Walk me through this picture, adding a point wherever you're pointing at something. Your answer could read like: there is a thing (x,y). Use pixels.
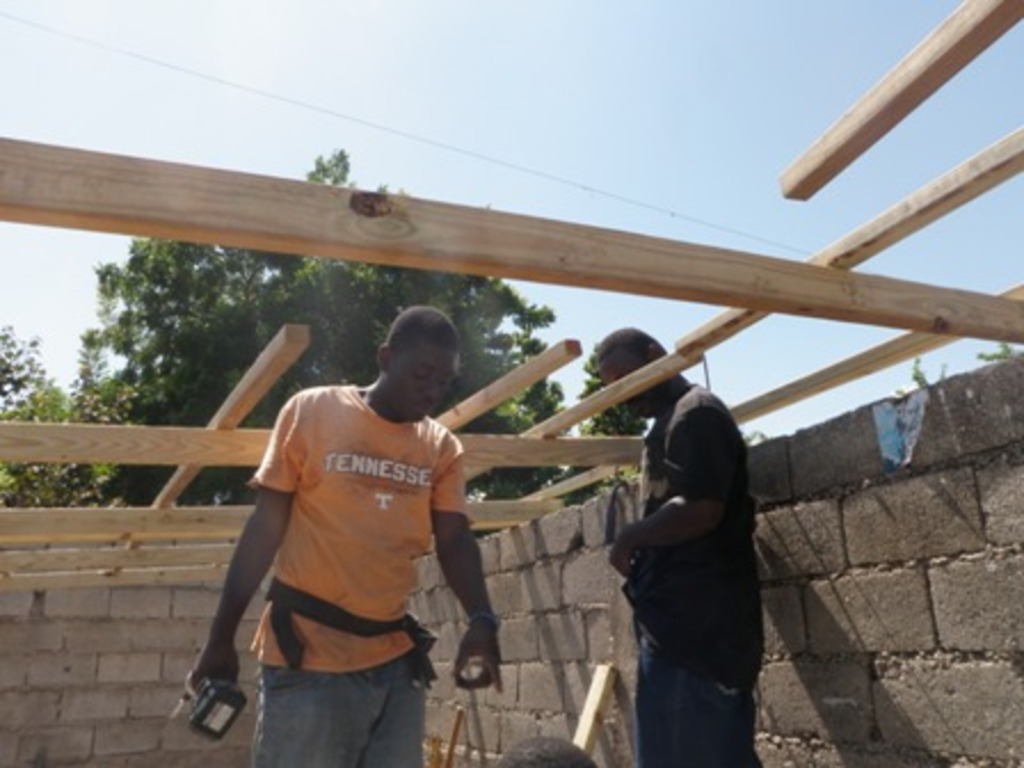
In this image there are two persons (357,570) standing, one of them is holding an object (219,687), in front of them, we can see the head (552,755) of the person (552,751), behind them there is a wall (885,619) with bricks (764,638) and there are few objects (598,721) on the surface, above them there are few wooden sticks (211,453). In the background (202,340) there are trees (364,287) and the sky (428,80).
